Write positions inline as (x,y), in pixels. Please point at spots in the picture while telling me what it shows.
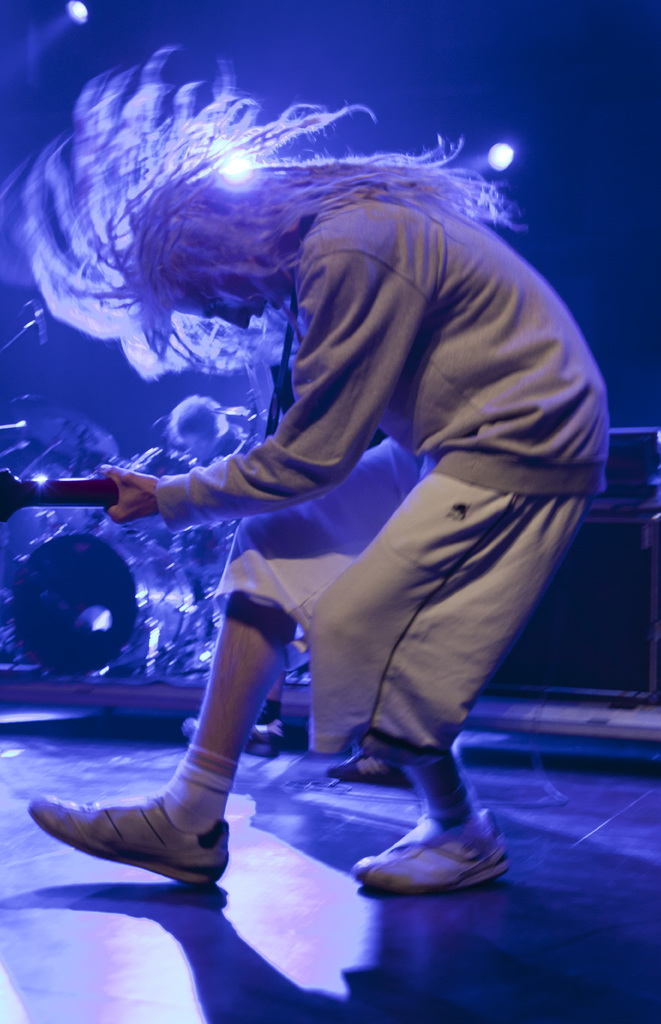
In this picture, there is a person (225,182) playing guitar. In the background of the image (593,287) it is dark and we can see person (195,434), musical instrument (50,629), device (595,637) and lights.
